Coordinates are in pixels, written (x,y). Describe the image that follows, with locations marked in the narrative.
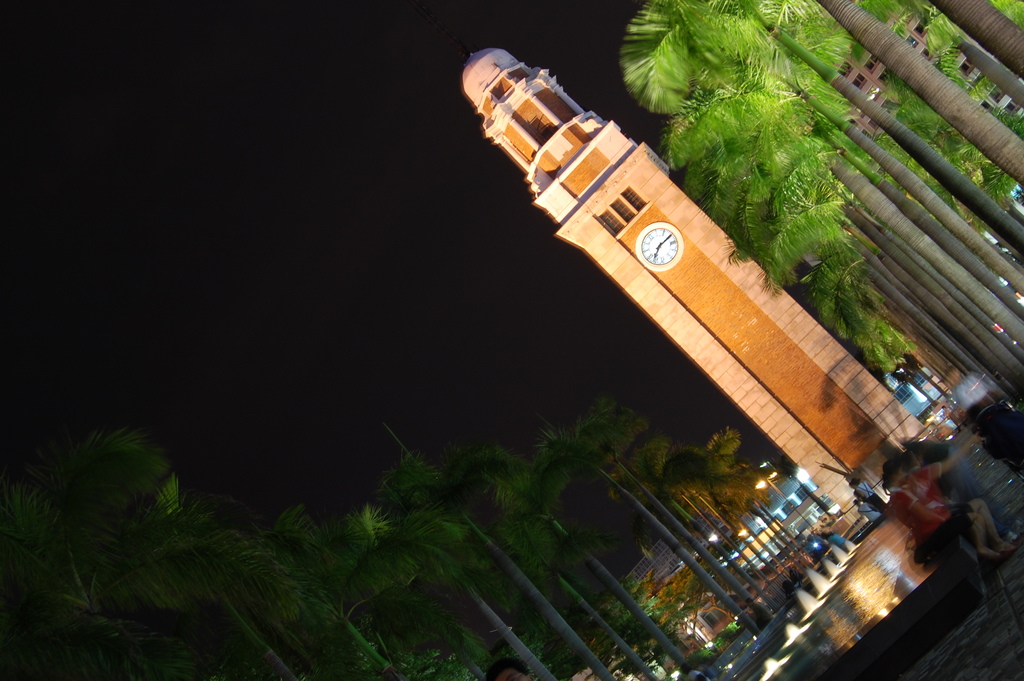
In this image there is a big clock tower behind that there is a building (927,383) also there is a pool (876,611) in front of the tower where few people (920,535) are sitting and trees (731,438) beside the promenade (720,670).
